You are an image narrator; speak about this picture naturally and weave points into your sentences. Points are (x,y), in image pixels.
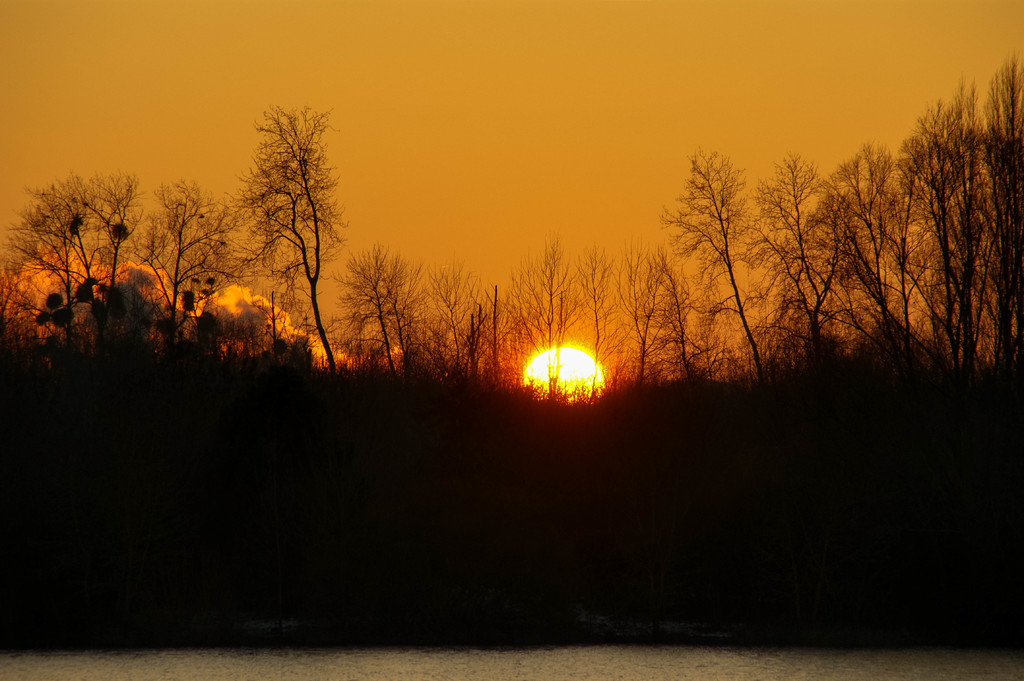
In this image we can see some trees (318,396) and a sunset (568,384), in the background (630,196) we can see the sky (443,169).
